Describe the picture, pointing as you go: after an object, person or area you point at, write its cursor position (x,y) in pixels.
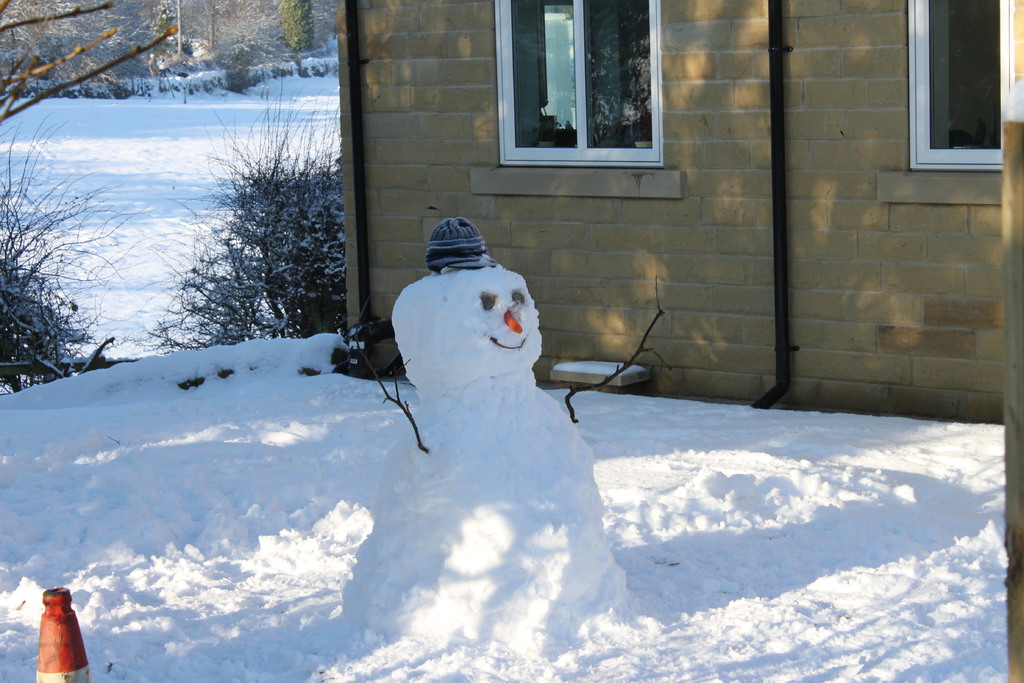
In this picture we can see a snow toy (491,521), here we can see a traffic cone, house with windows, snow (700,426) and in the background (209,229) we can see trees (219,258).
